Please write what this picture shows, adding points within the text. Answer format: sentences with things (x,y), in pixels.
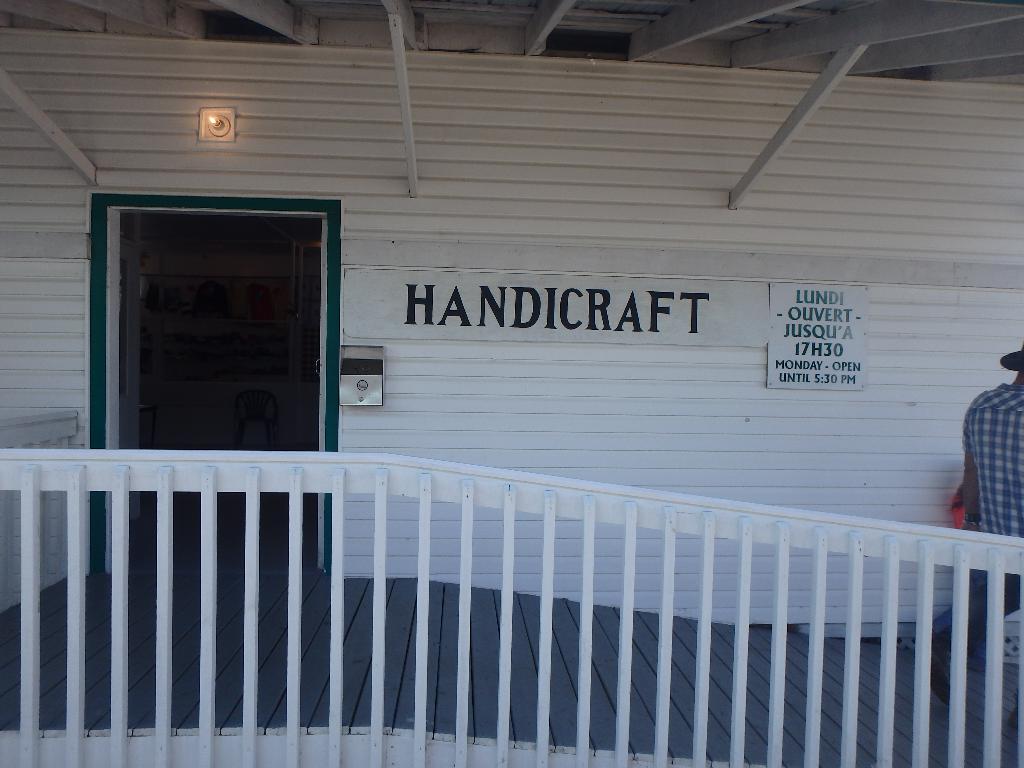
In this image we can see one wooden white house (261,121) with black door (249,261), one light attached to the wall (250,114), name board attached to the wall (396,365), one person (997,453) is walking, one object (374,400) attached to the white wall (828,500), one white fence (995,544), one board (843,337) with text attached to the wall (946,496) and some objects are on the surface (750,677).
